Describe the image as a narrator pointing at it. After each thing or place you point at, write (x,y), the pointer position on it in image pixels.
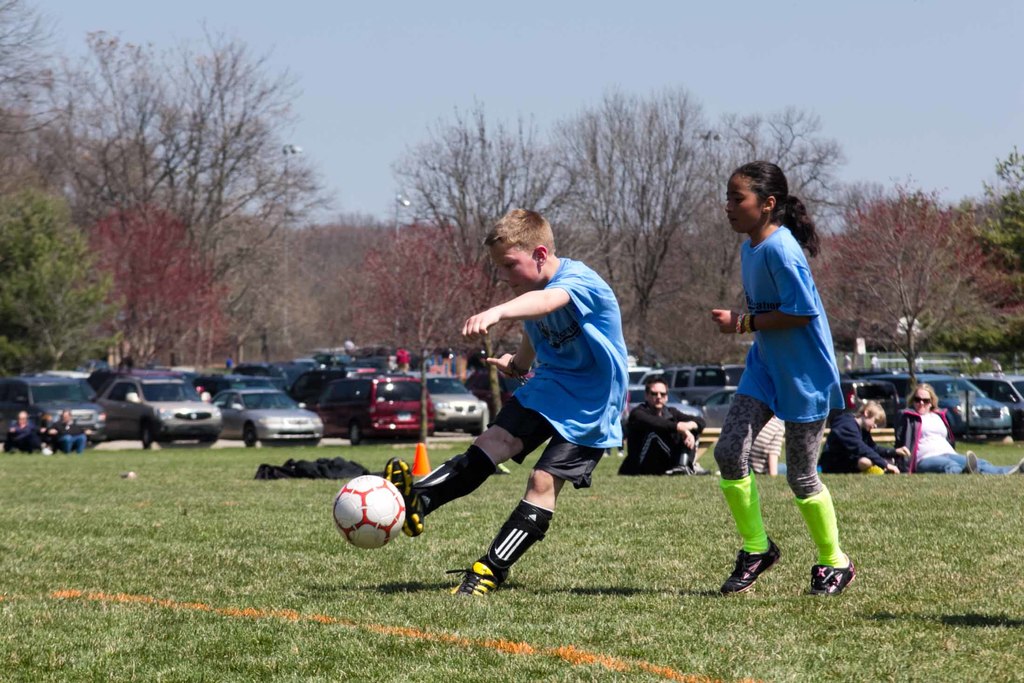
In the center (576,454) we can see two players (778,290) and on the left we can see ball (372,479). And coming to back ground (365,211) we can see trees (929,349), sky (851,136), vehicles (938,376) and few persons (929,388) were sitting on the grass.
